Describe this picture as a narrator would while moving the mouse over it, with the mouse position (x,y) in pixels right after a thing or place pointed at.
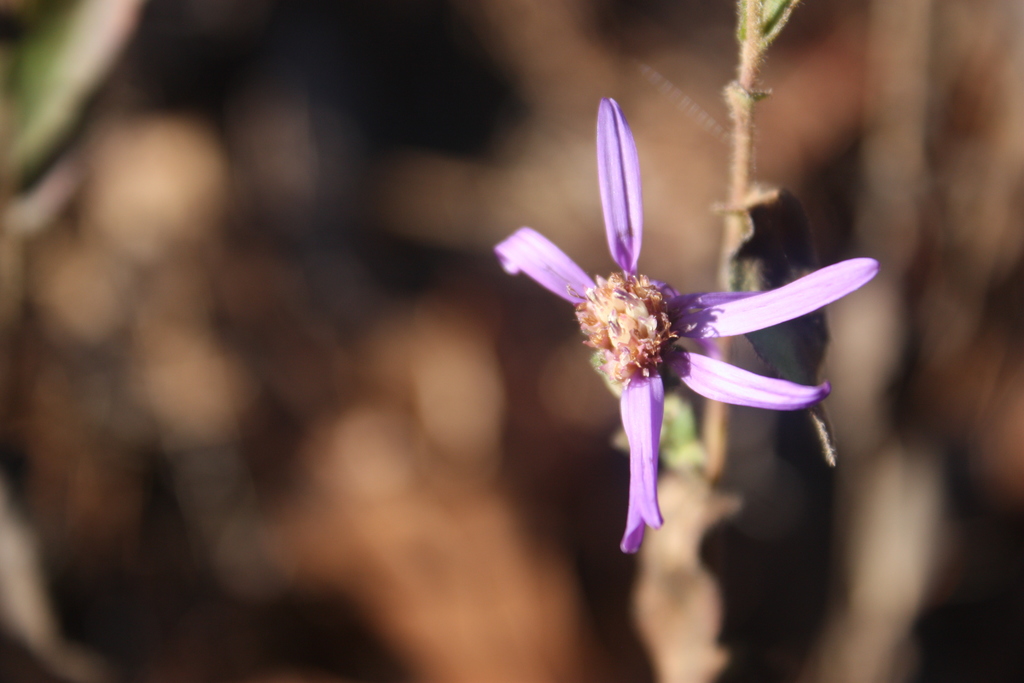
In this image we can see a flower (762,406) which is in violet color and the background (475,301) image is blur.
